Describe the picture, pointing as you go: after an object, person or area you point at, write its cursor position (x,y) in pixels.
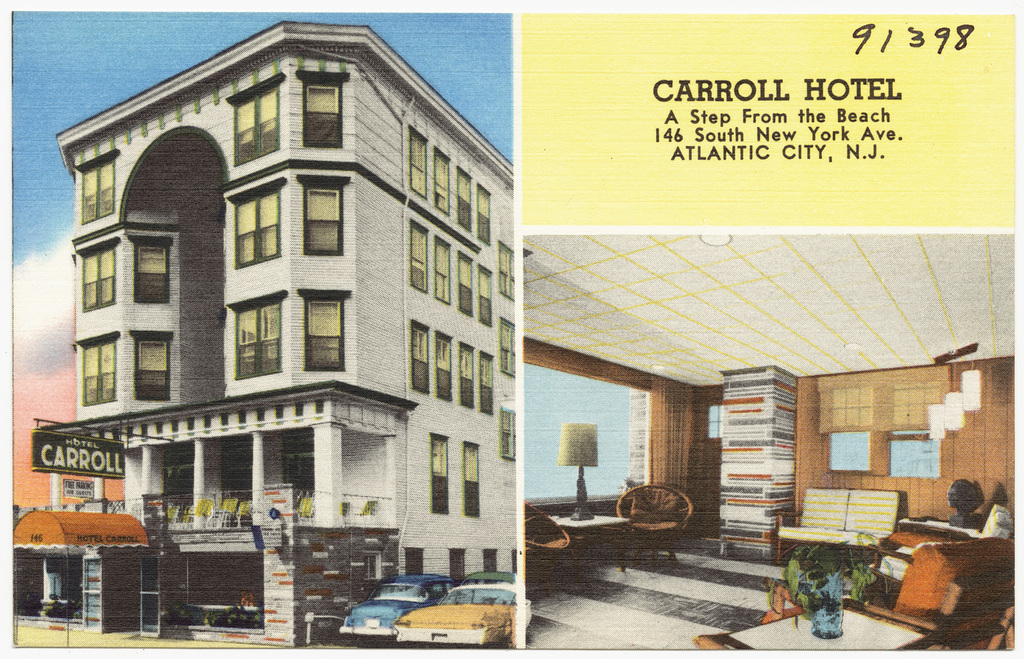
In this picture we can see the images (557,369) on the paper (438,376) and in the images (223,386) there is a building (214,373), a board (93,450) and vehicles (418,587). Behind the building (177,135) there is the sky (81,54). In the other image (672,559) we can see the inside view of a building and in the building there are chairs (663,535), a lamp (572,451), table (854,626), couch (822,516) and a wall (968,425). At the top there are ceiling lights (975,389).
